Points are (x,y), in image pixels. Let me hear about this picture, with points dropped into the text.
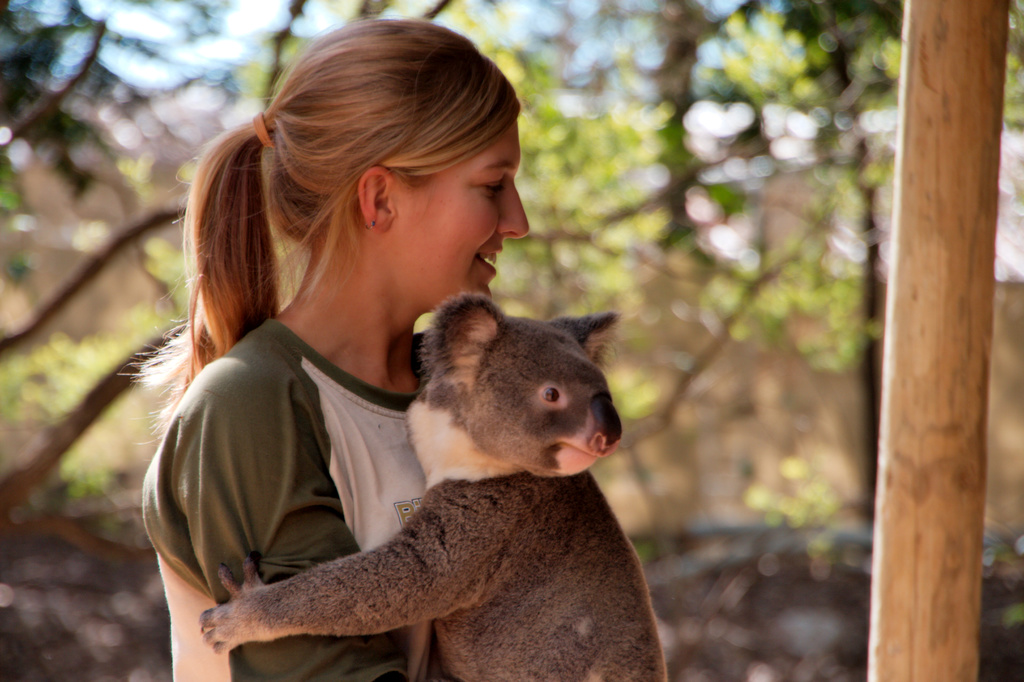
In this image we can see a girl (245,668) and an animal (496,435). In the background of the image (120,341) there are trees (172,305). There is a pole (897,646) to the right side of the image (950,24).
